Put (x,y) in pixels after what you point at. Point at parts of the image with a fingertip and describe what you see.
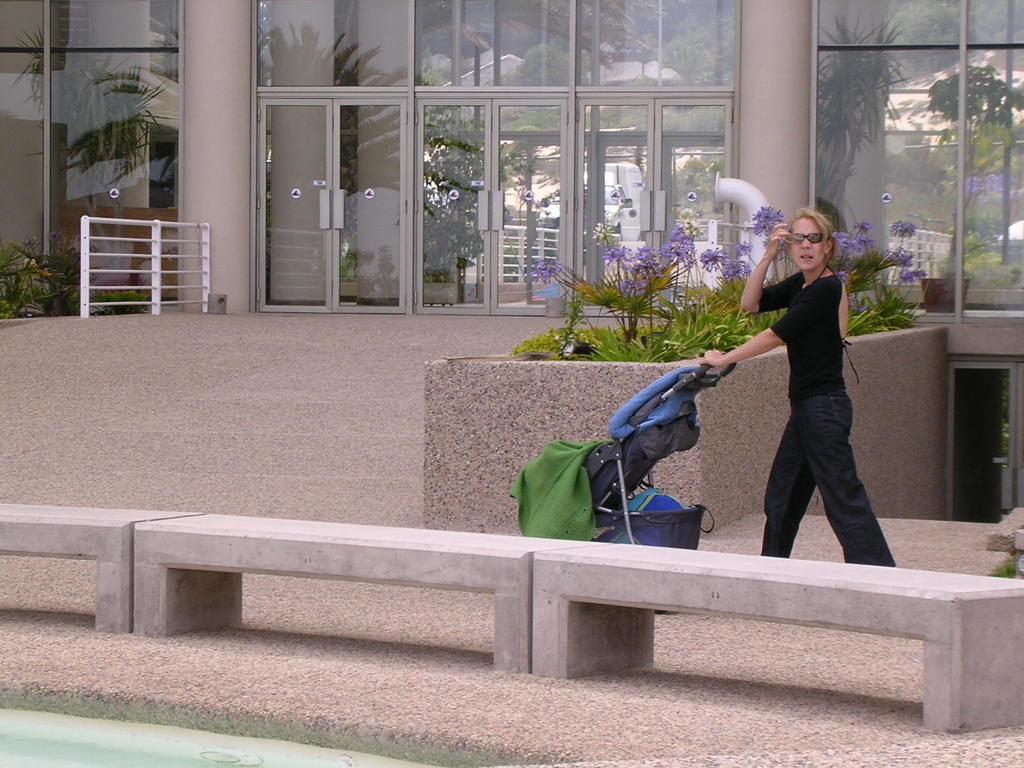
In this image we can see a woman (821,257) wearing goggles (807,239) is standing on the ground (773,623) holding a baby carrier (670,404) with her hand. In the foreground (547,635) we can see benches (534,640). In the center of the image (590,335) we can see flowers (629,289) on the plants (670,317). To the left side of the image (204,261) we can see a metal railing (185,270), group of trees (49,281). In the background (214,232), we can see a building (580,200) with doors (424,192).
